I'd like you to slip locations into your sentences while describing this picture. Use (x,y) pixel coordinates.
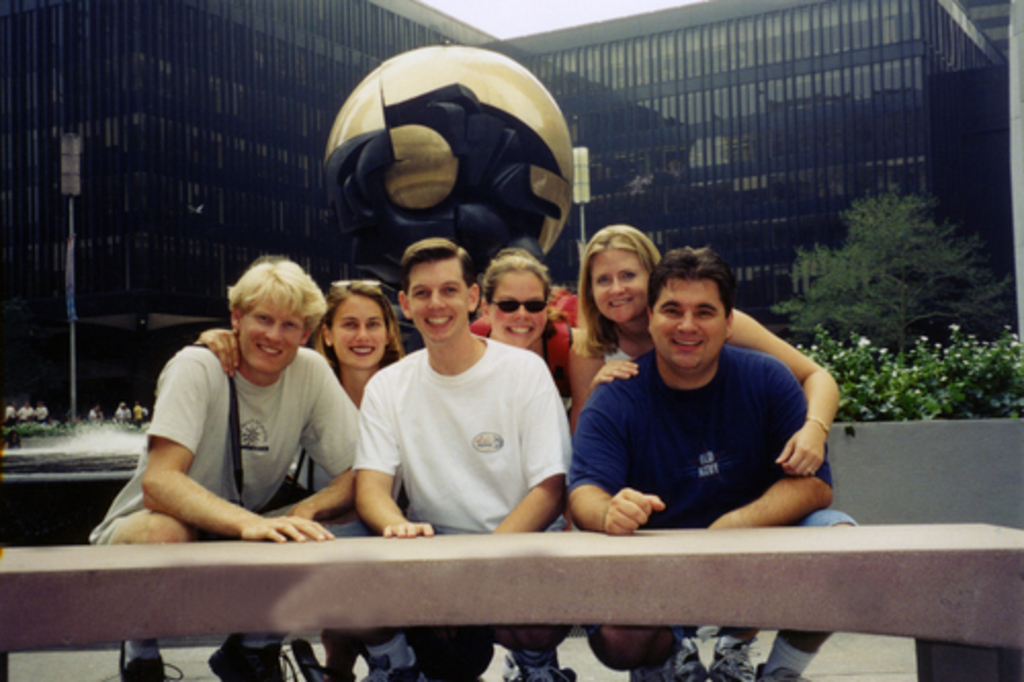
In this image there are a few people (354,305) posing for the camera with a smile (271,352) on their face (498,339), behind them there are buildings (752,224) and trees (958,312) and there is a round football like architecture (460,193).
